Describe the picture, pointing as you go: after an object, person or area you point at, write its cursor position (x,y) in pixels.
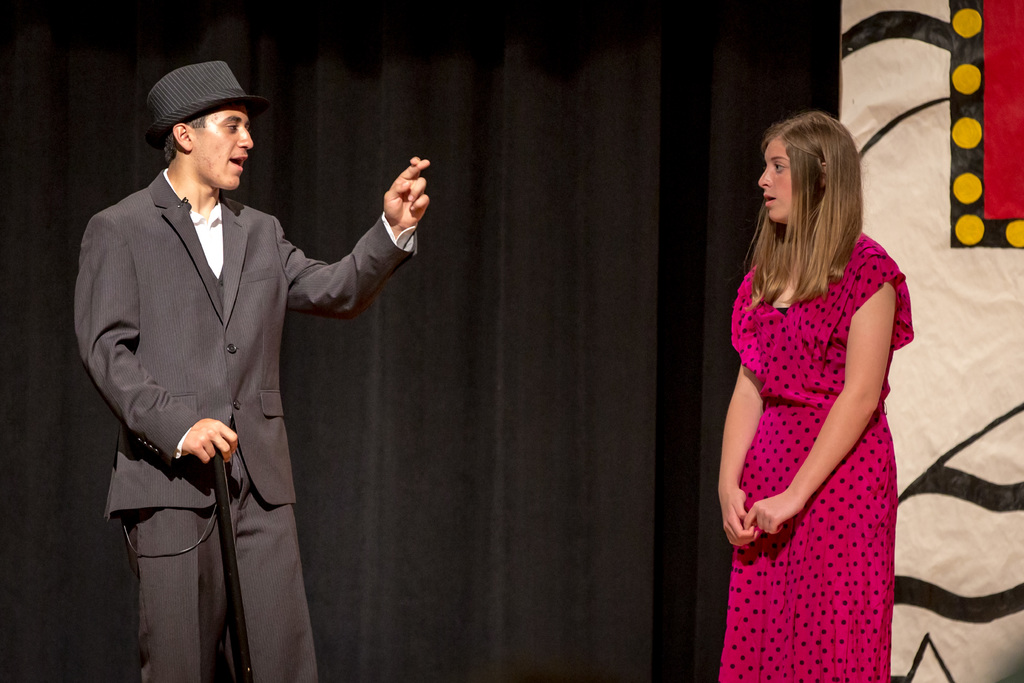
In the picture there is a man (159,300) and a woman (764,450) standing and talking, behind them there is a curtain (586,108), it seems to be a stage show.
